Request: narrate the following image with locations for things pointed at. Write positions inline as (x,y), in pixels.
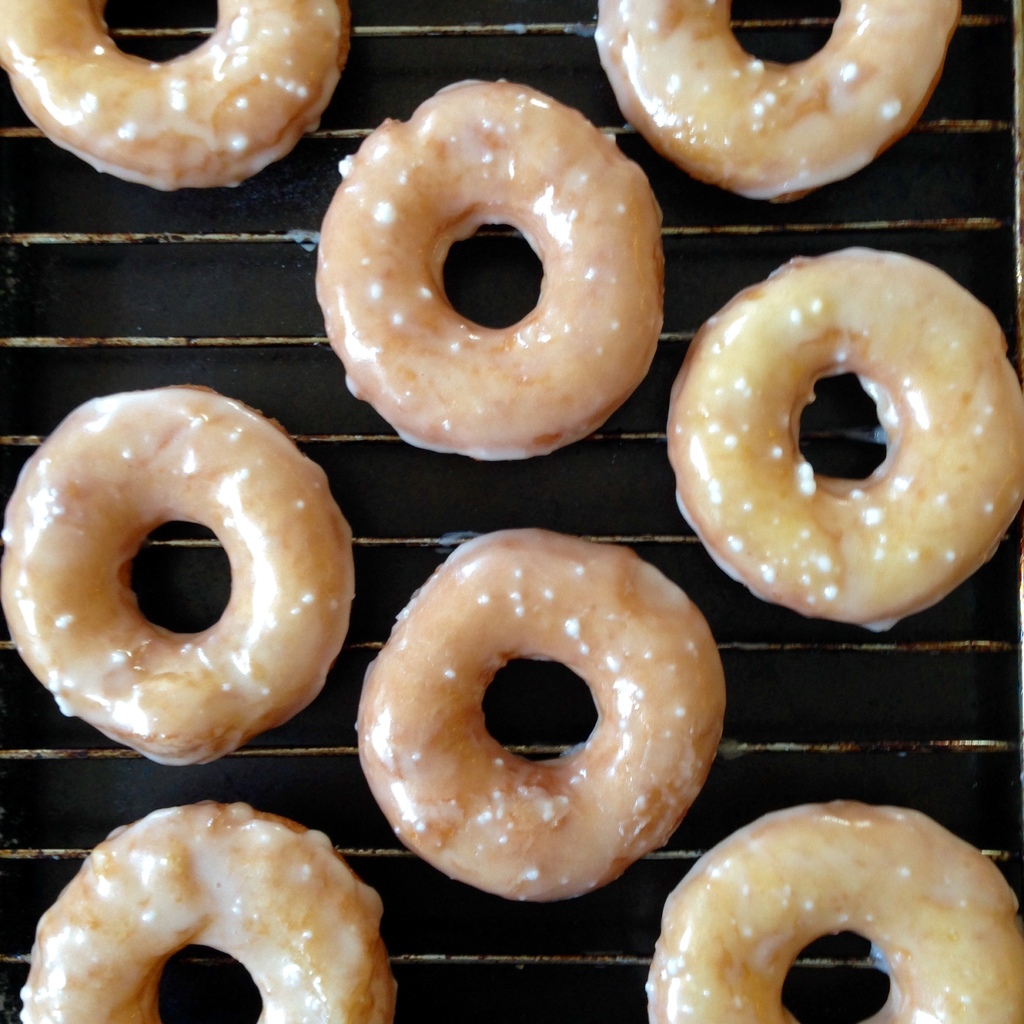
In this picture we can see there are doughnuts (294,879) on the grill (1,240).
